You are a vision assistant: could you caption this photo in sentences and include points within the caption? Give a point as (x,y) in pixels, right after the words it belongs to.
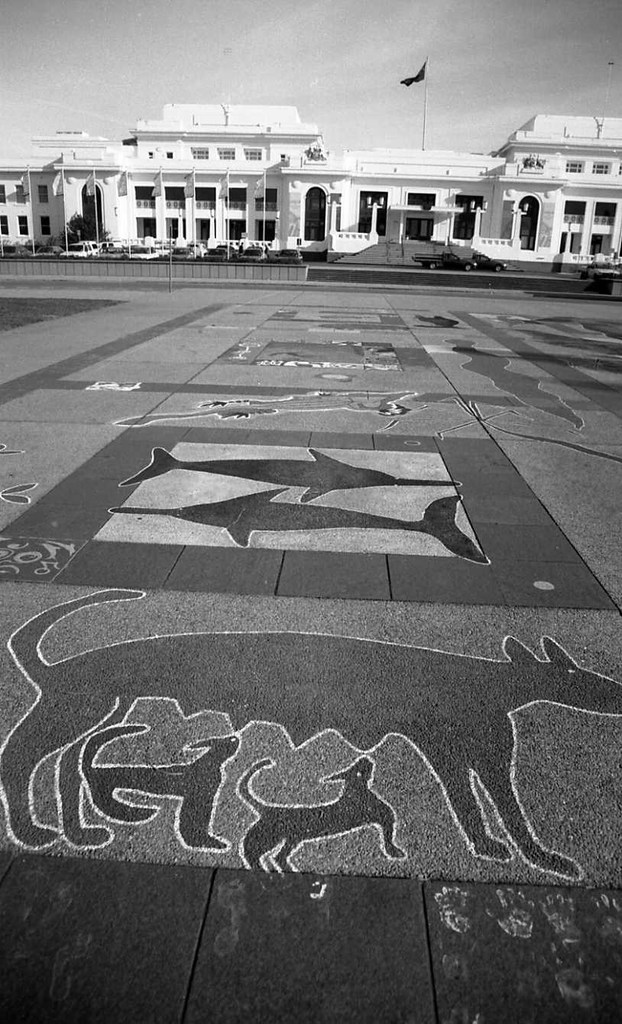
In this image we can see there is a building (363,167) and a flag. And there are vehicles (432,256) on the road (511,263). There is a ground (260,374) with design (343,719). And at the top (200,86) there is the sky (200,86).
